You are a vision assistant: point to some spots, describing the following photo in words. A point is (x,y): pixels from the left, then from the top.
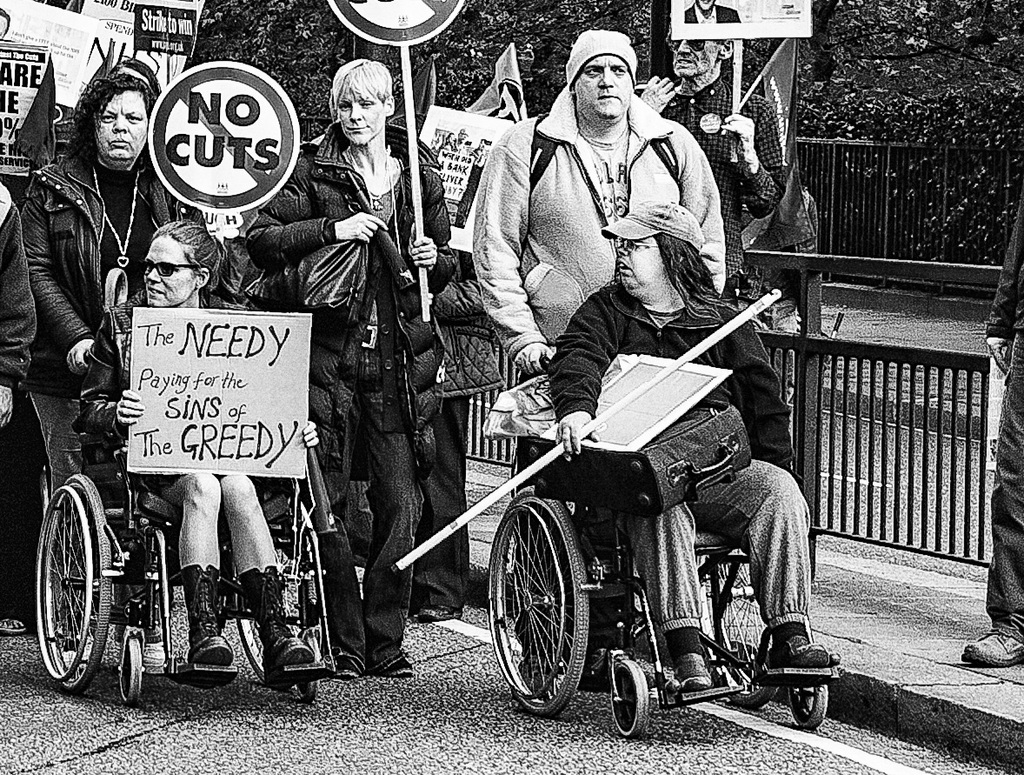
In the image i can see the people (607,115) carrying pamphlets (769,24) in their hands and in the background (301,5) i can see the trees (497,37) and the road (340,774).
